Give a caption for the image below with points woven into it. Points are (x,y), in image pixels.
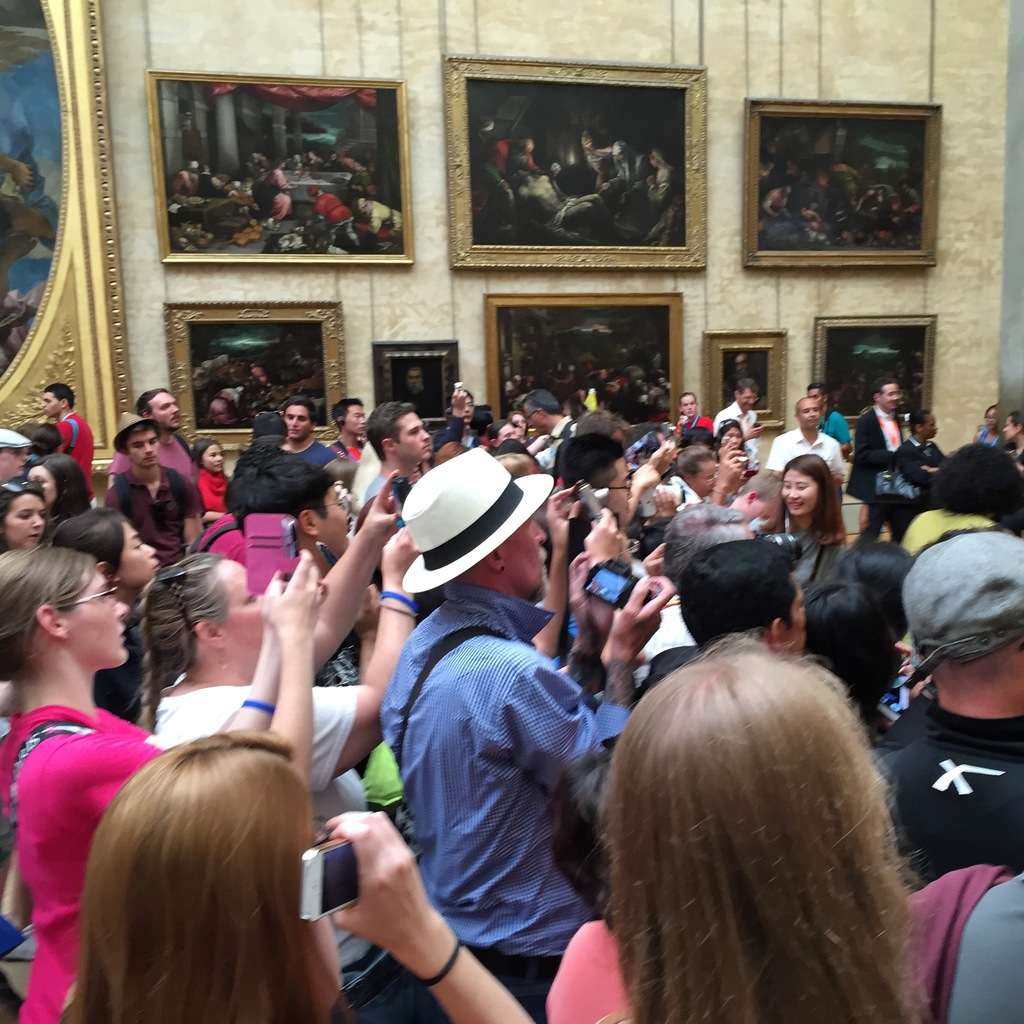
In this image we can see many people (629,732). One person (458,460) is wearing hat (415,516). Some are holding mobiles (396,488). Some are holding cameras (612,587). In the back (595,37) there is a wall (439,90) with photo frames (316,210).
